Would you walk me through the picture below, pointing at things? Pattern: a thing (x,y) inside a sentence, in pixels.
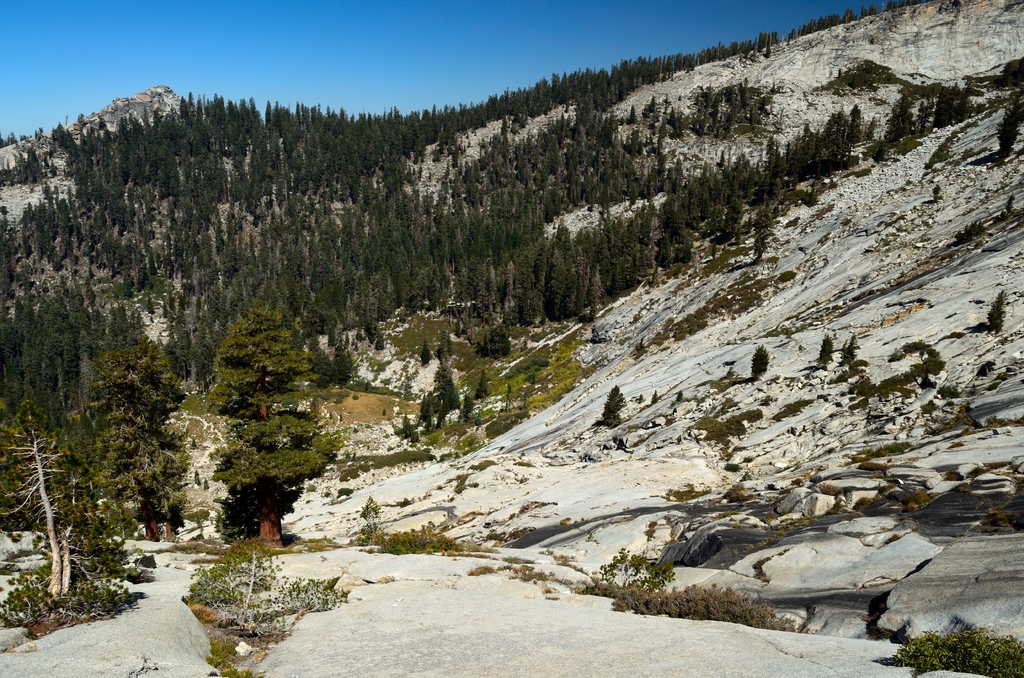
In this image there are trees (634,168) and rocky mountains (606,371).
